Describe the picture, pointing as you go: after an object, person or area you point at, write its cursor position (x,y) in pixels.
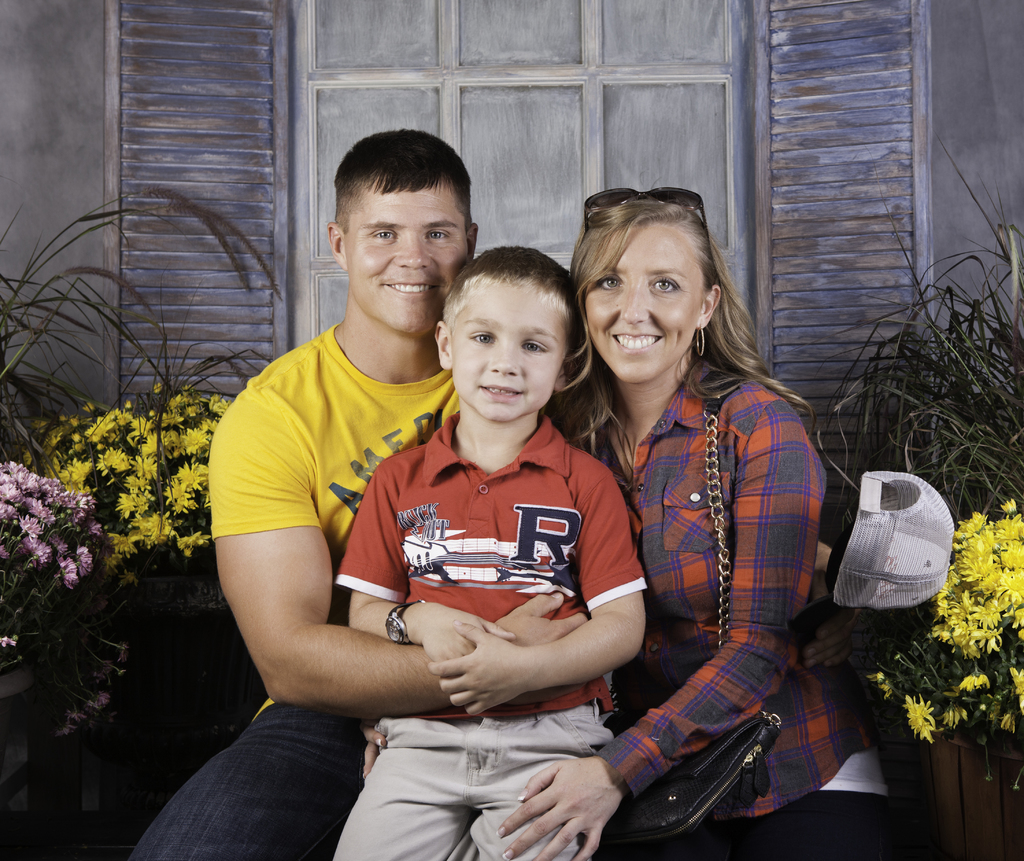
This image consists of three persons (472,456). On the left (332,688), there is a man (360,681) wearing a yellow T-shirt (338,510). On the right (794,658), there is a woman (787,744) wearing a bag (716,516). Beside her, there is a cap (910,585) in white color. On the left (84,628) and right, there are plants (1019,582) along with flowers (1016,561). In the middle (454,531), there is a boy (461,791) sitting. In the background (24,109), there is a wall (10,118). In the middle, they looks like window blinds (758,197) made up of wood (788,75).
